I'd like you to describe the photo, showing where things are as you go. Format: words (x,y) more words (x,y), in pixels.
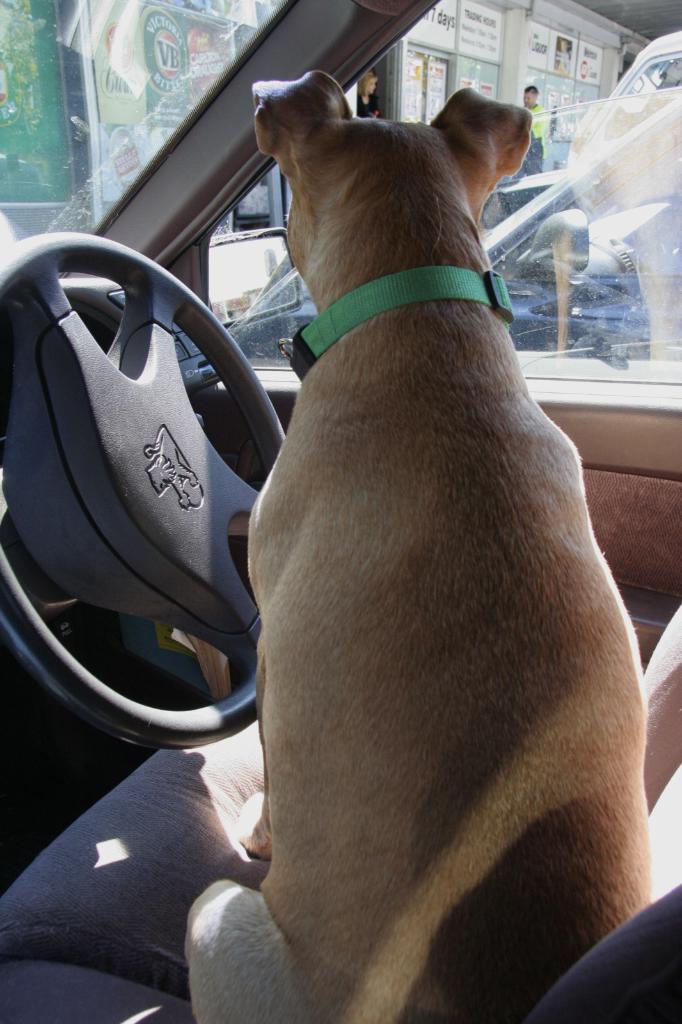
In the center (338,432) we can see dog (431,639) sitting in the car (298,279). And back we can see some shop (550,82) and few persons (534,106) were standing, and some vehicles (576,254).
